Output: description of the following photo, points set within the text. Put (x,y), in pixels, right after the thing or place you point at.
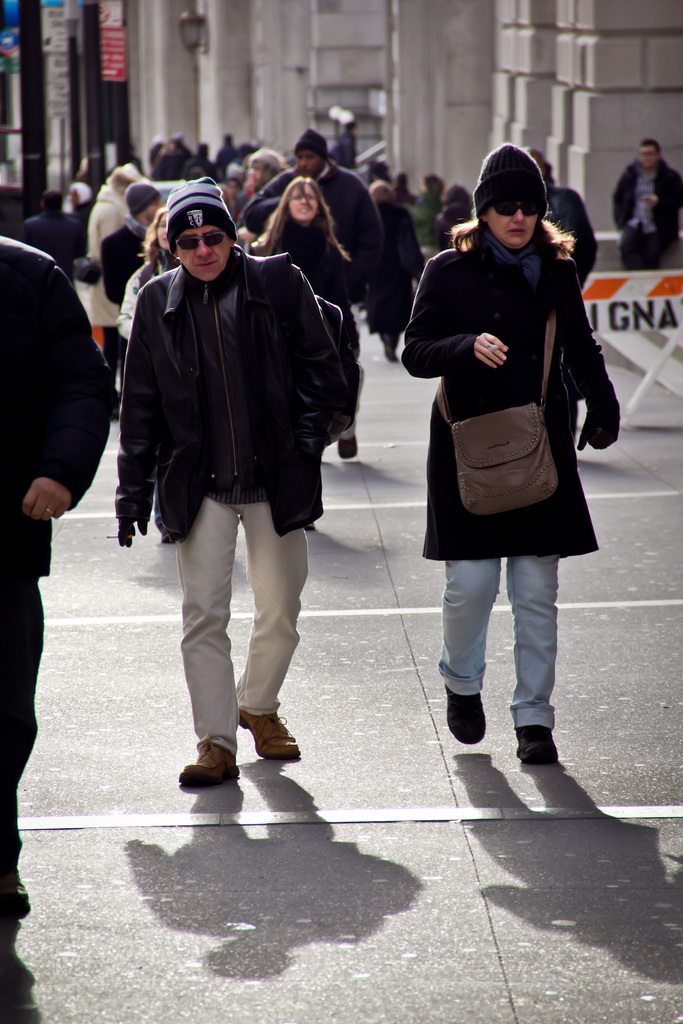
In this image we can see people (316,236) standing and some are walking on the road (326,877). In the background (290,107) there are buildings (323,59), street poles (84,58), street lights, advertisement boards (105,59) and plants (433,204).
